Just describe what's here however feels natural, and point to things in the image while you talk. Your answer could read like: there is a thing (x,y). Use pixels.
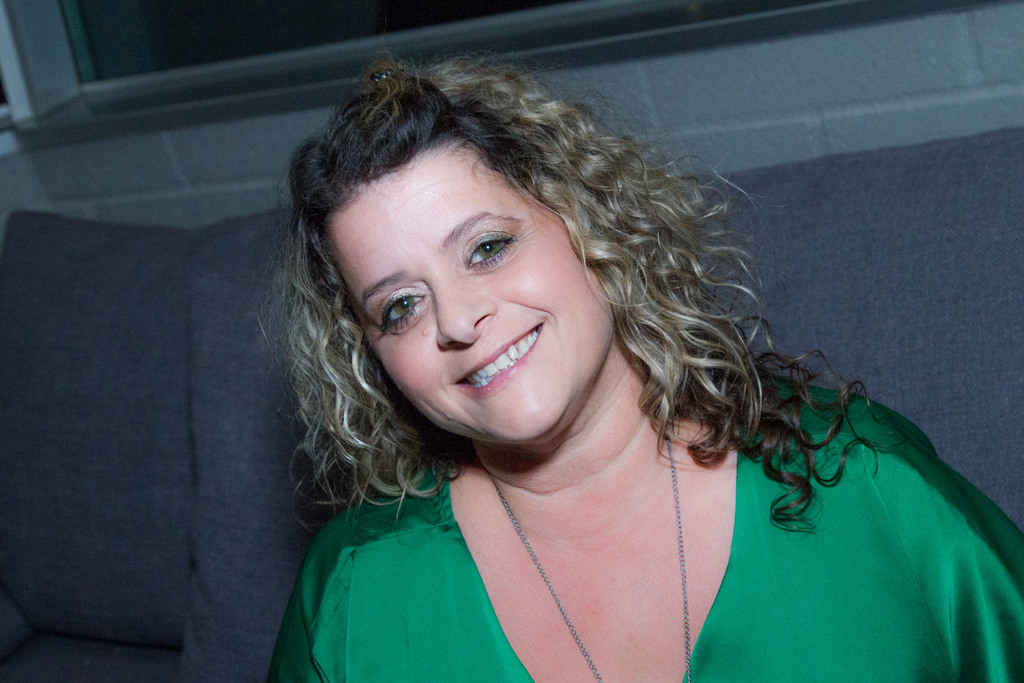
In this image we can see a woman (629,352) wearing the green color top (793,510) and smiling. In the background (202,389) we can see the sofa (237,324), window (159,39) and the wall (914,73).
